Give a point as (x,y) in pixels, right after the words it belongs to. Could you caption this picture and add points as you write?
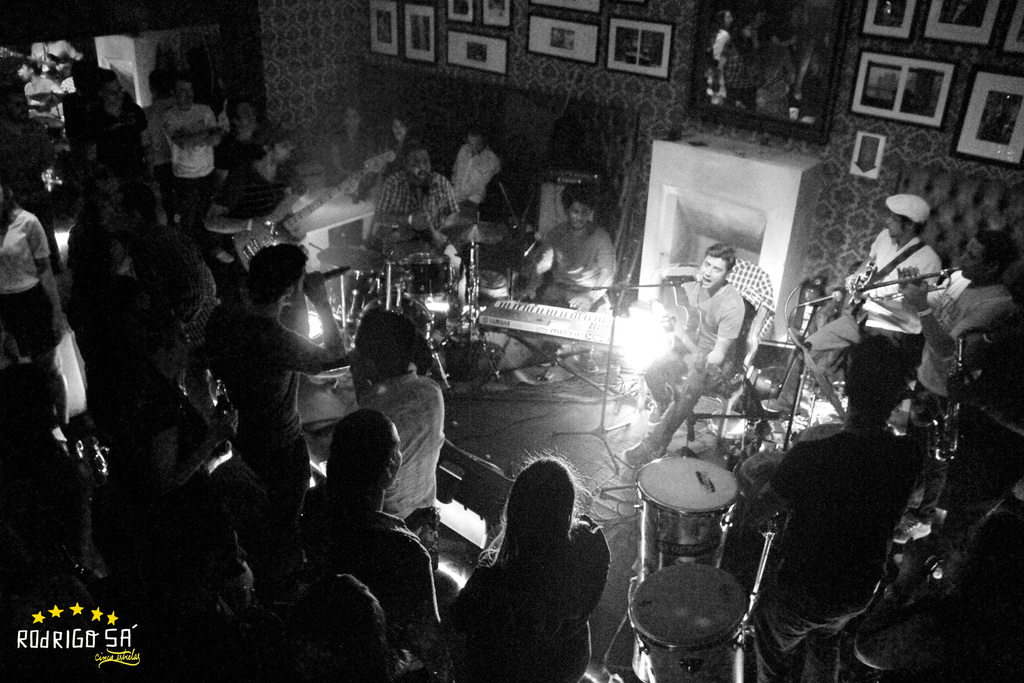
This is a black and white picture. In this picture we can see the frames (710,16) on the wall (890,48). We can see the musical instruments (729,482), microphones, people (919,285) and few objects (745,279). On the right side of the picture (710,320) we can see a man (721,349) is playing a guitar (679,316) and singing. In the bottom left corner of the picture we can see watermark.
